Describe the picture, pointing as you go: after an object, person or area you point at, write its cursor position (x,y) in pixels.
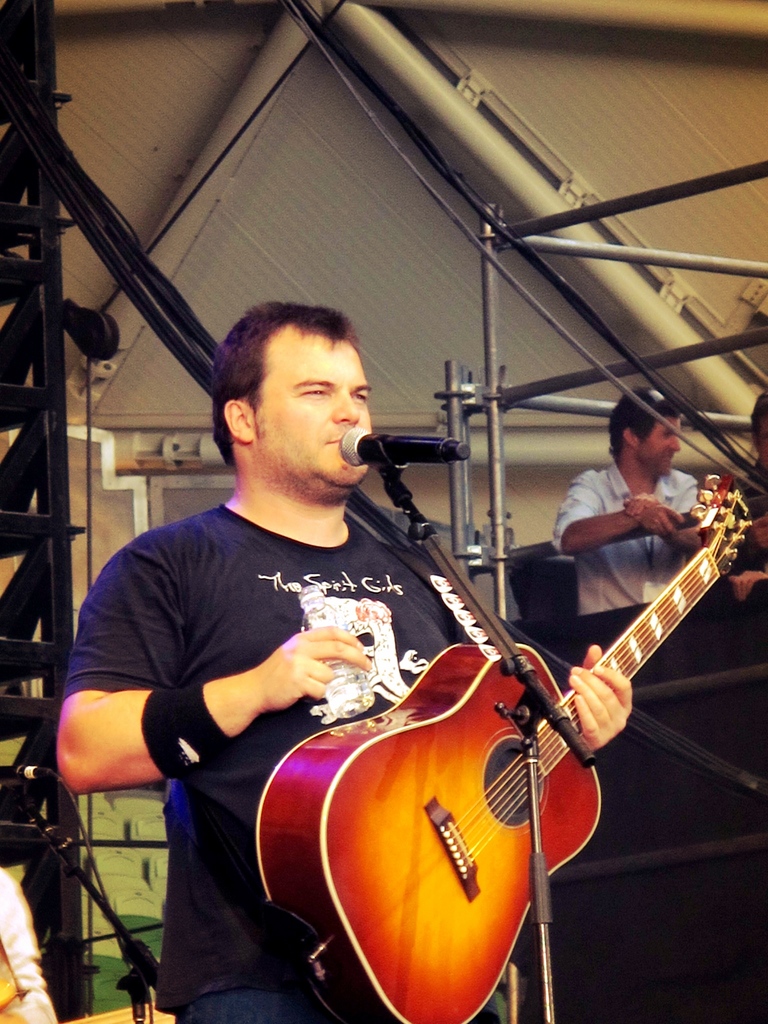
Here we can see one man (183,954) standing in front of a mike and playing guitar (297,770). He wore wrist band (196,768). On the background (620,605) we can see other person (631,538).
